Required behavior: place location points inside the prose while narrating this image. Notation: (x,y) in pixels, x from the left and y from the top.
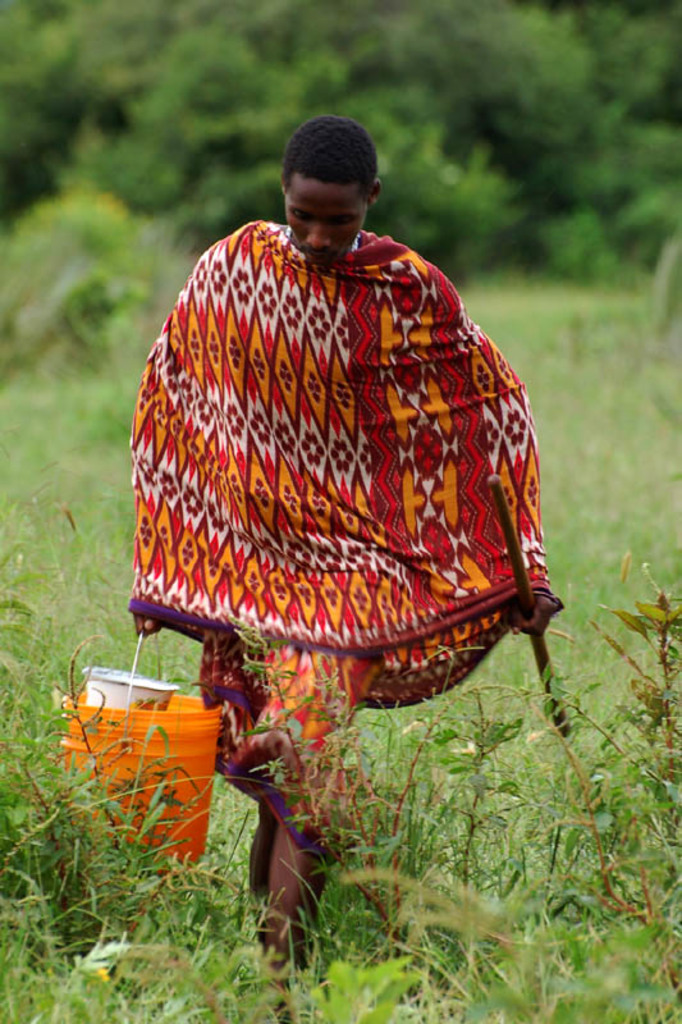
In this picture I can see a man (245,617) holding a stick (518,540) with one hand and a bucket (181,728) in another hand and I can see grass (50,498) and plants (200,870) on the ground (441,918) and I can see trees (267,112) in the back (194,93).
